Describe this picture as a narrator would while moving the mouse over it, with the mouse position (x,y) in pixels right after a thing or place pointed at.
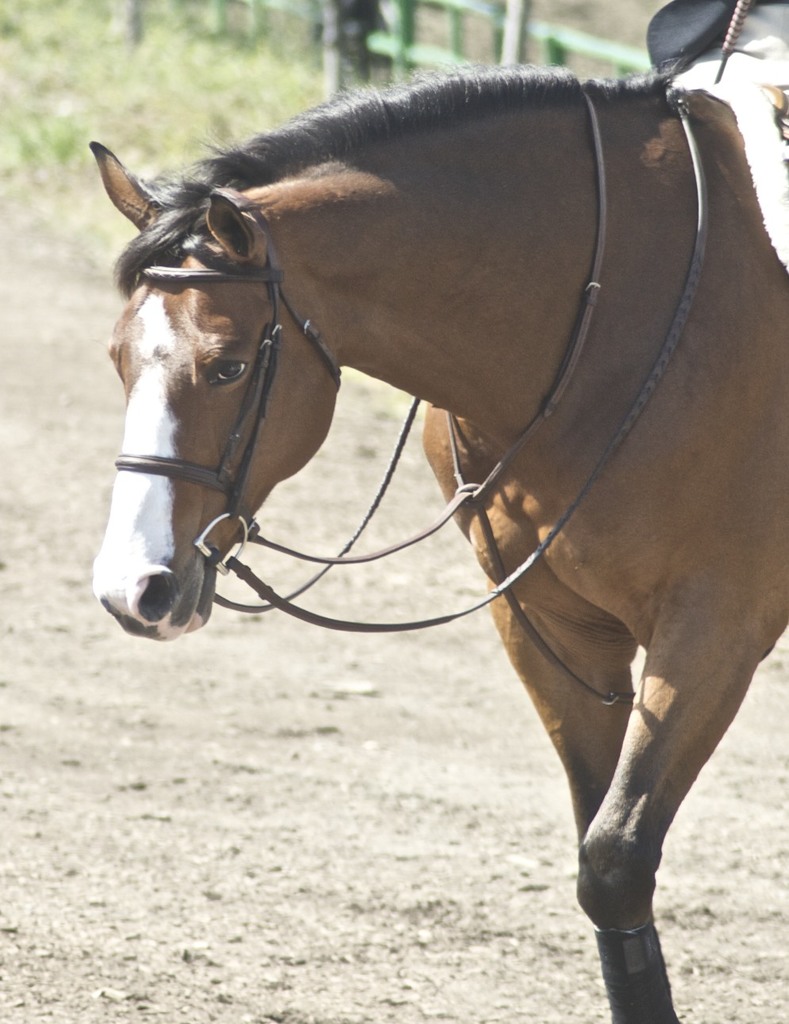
In this image, I can see a horse (542,219) standing. This looks like a nose band (226,473), which is attached to the horse (215,448). In the background (454,55), that looks like a fence (610,56).
